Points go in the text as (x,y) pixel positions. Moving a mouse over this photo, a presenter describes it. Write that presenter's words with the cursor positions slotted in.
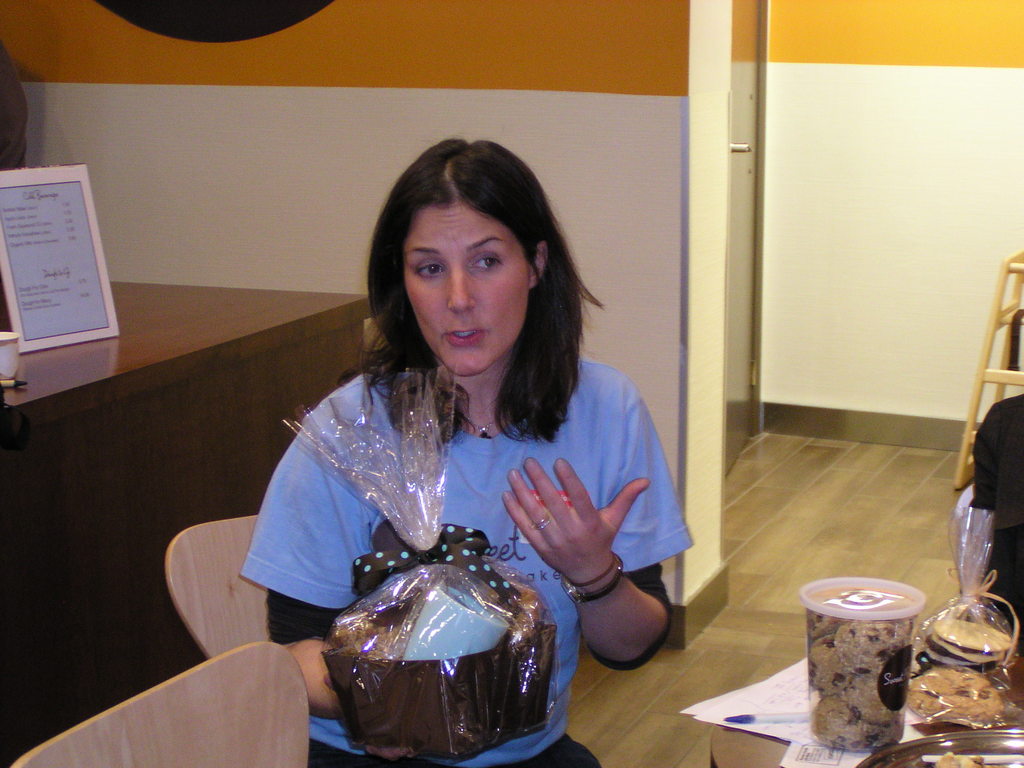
In this image we can see a woman (275,552) holding an object (355,589) and we can also see some food items (978,634), paper (755,685), board (28,284), chairs (223,565) and wooden bench (242,359).
